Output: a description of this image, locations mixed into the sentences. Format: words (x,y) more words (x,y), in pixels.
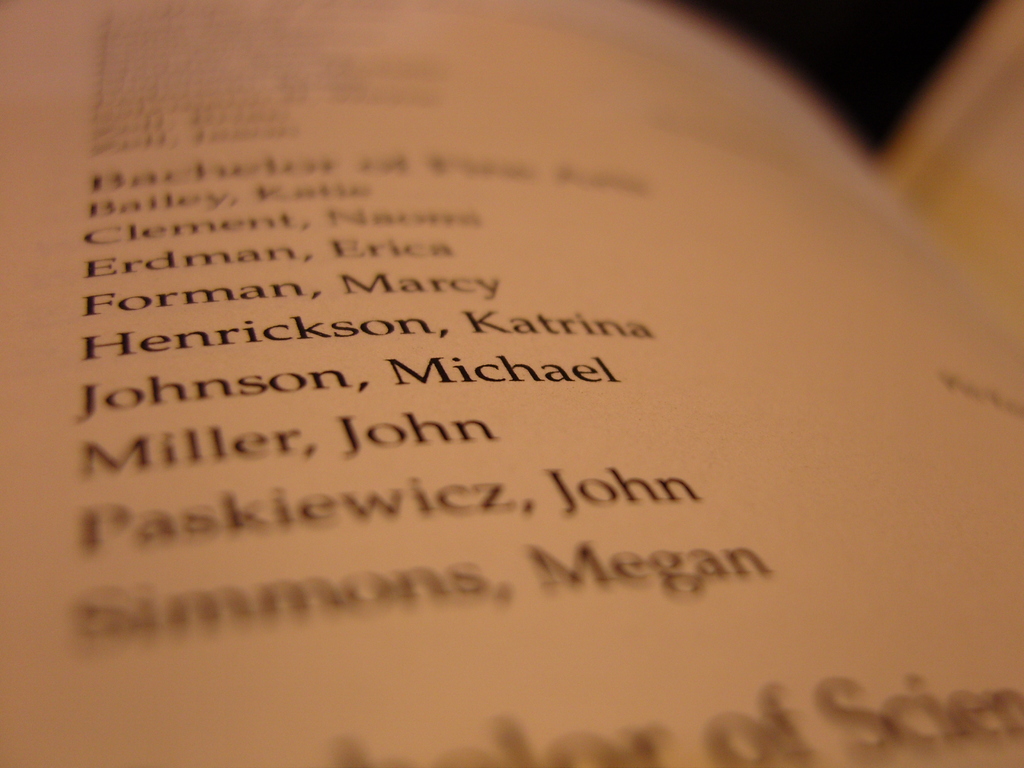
In this image we can see the script (422,380) which is written in the book (814,392).
